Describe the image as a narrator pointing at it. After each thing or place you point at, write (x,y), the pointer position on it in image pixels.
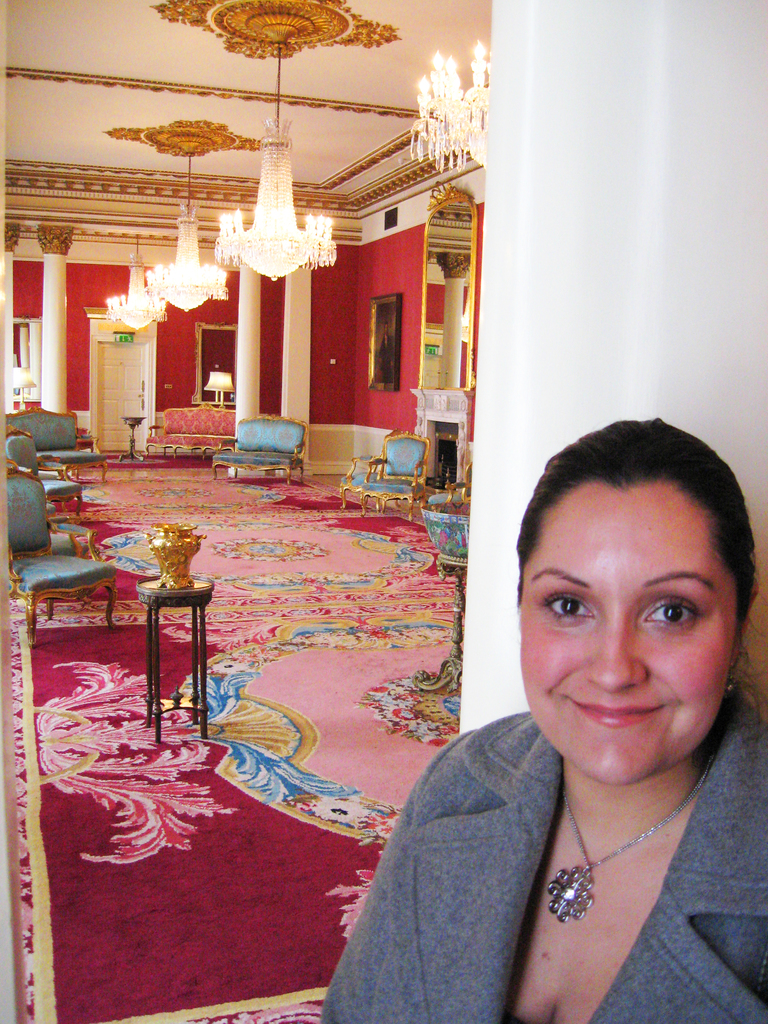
This woman (590,648) is standing in-front of this pillar (645,155). This woman (618,720) is smiling and wore jacket (533,809). A floor (103,854) with carpet (75,878). In this room (308,538) we can able to see pillars (299,346), lights (253,252) are attached to roof top (294,96), couches (291,431), door (140,375), a picture (372,335) on wall (407,325). On this table (149,626) there is a vase (184,579). Far there is a lantern lamp (221,388).
